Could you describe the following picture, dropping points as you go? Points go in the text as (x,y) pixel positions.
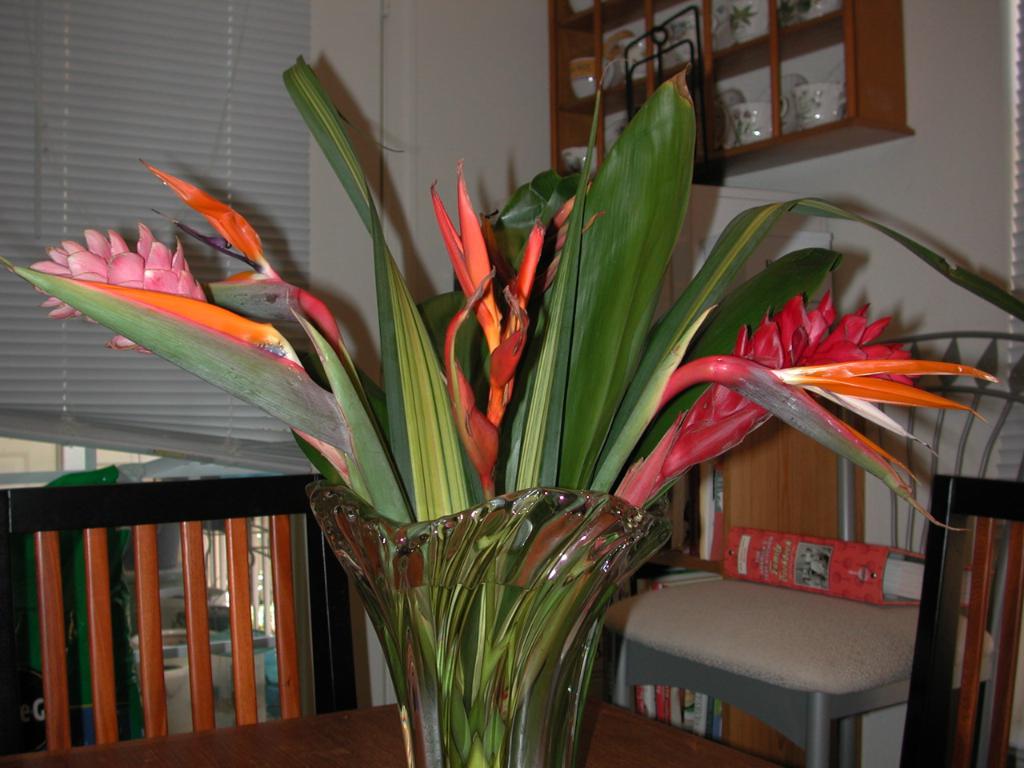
In this image we can see a flower vase (629,526) is kept on the wooden table (305,731). Here we can see chairs (910,644), a file (739,536) kept on the chair (709,607), wooden cupboard (863,122) in which cups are kept and the window blinds (135,17) in the background (18,372).
